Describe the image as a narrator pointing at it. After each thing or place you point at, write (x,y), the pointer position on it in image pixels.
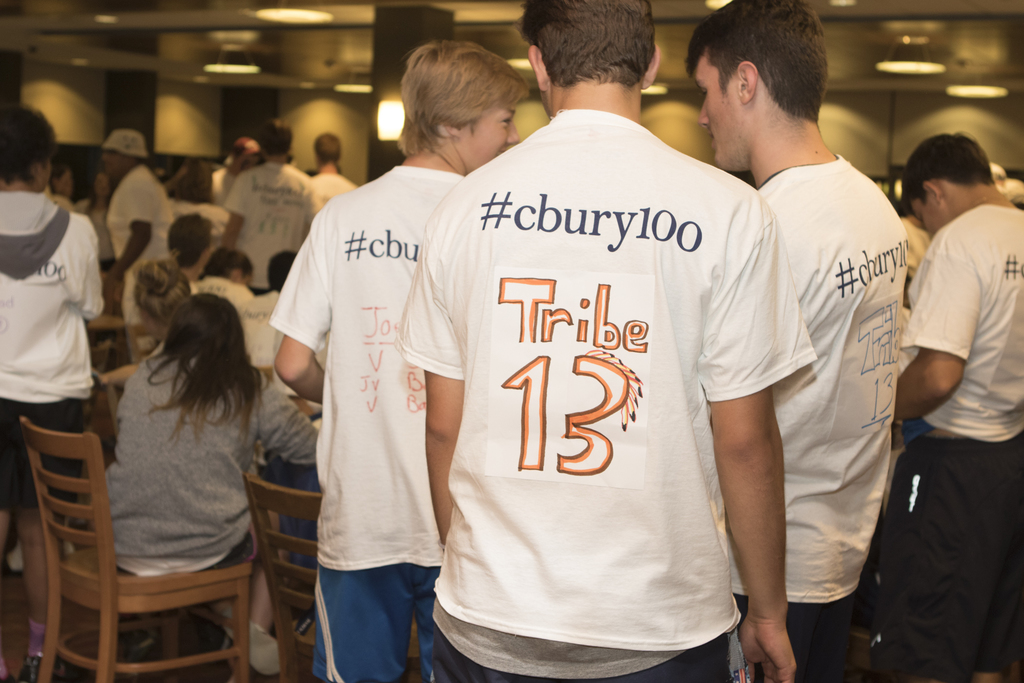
Most of the persons (55,307) wore white t-shirt (658,262) and standing. These persons (199,323) are sitting on a chairs (70,507). On top (293,22) there are lights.
